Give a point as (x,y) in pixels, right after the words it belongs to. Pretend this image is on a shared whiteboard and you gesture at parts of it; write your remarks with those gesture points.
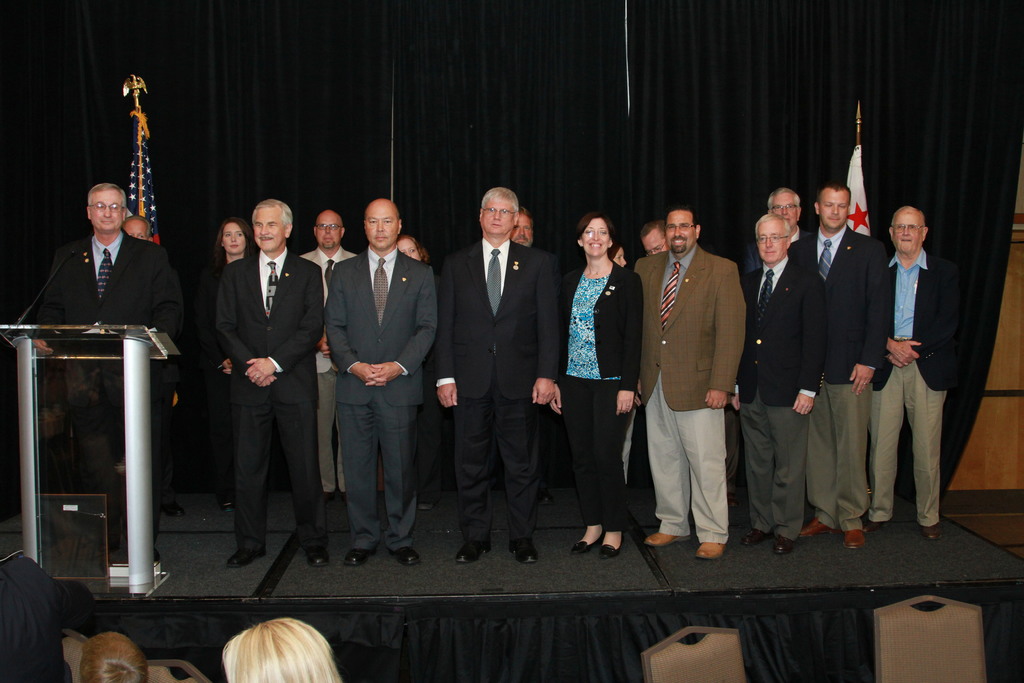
In this image, I can see a group of people (488,295) standing on the stage (409,574). On the left side of the image (102,547), I can see a glass podium (69,371) with a mike (74,249). At the bottom of the image (273,658), there are chairs (922,639) and the heads (252,661) of two persons (120,652). In the background (176,165), I can see the curtains (709,145) and flags (147,168) with poles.
